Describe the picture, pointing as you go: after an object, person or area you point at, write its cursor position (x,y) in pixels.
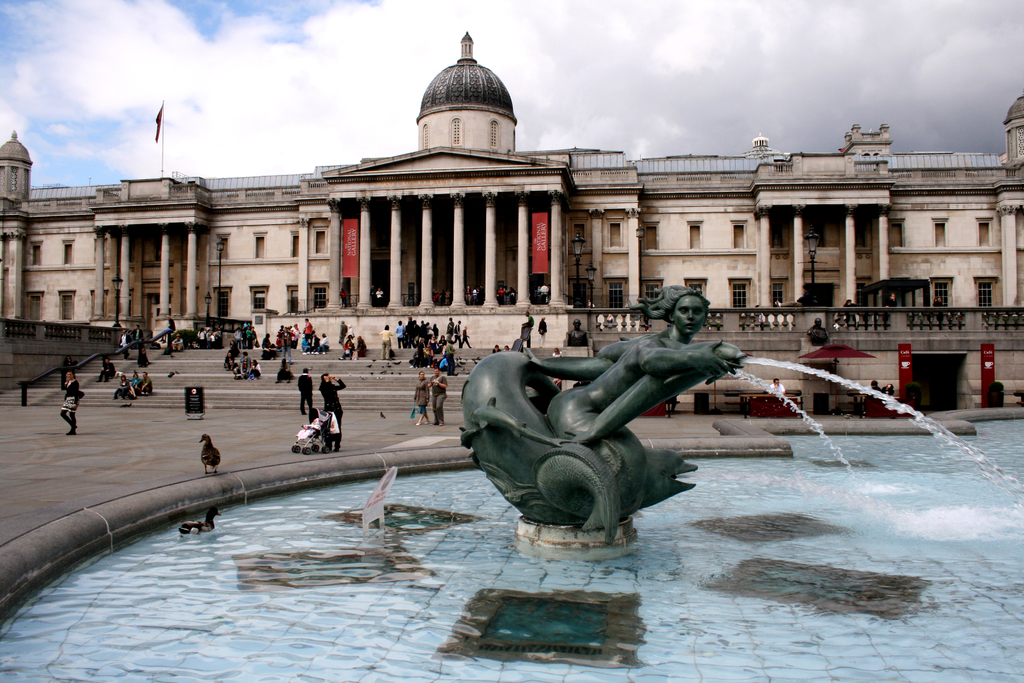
In the image we can see there is a fountain (746,460) and there is a statue of mermaid (604,423). There is a pond (603,569) and there is a duck (200,530) swimming in the water (564,550). There is a duck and people (387,355) standing on the ground (95,416). There are people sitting on the stairs (170,355) and behind there is a building (361,307). There is a flag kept on the building (196,182) and there is a cloudy sky (331,102).
